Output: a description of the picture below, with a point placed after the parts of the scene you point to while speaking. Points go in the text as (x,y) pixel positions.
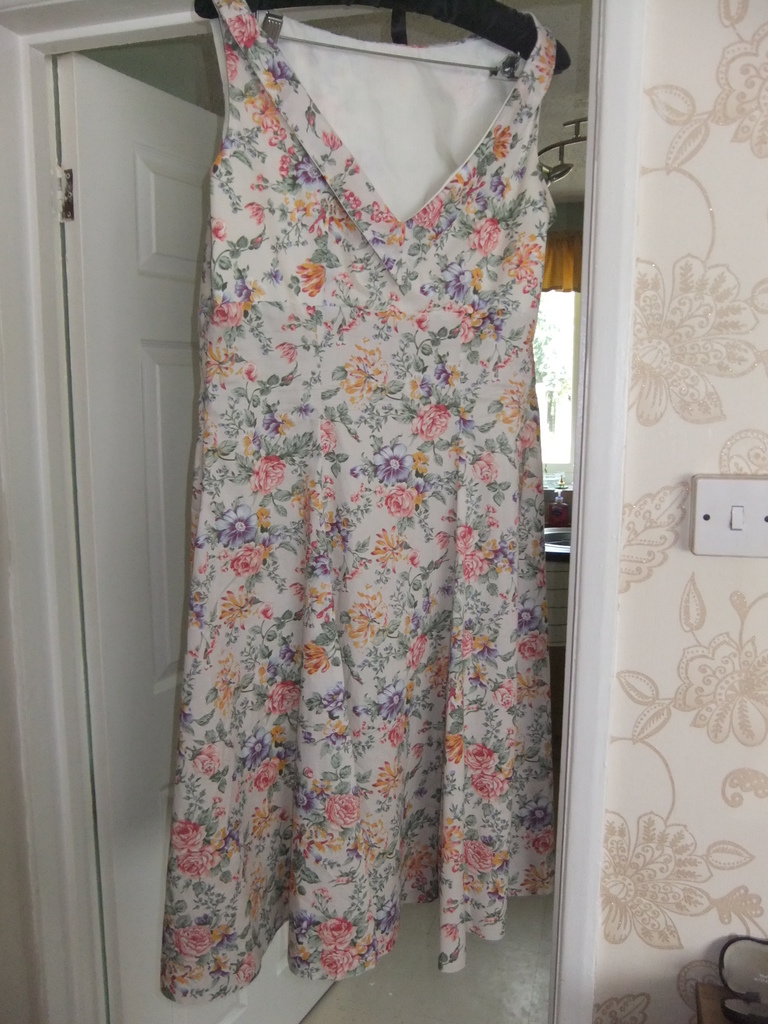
This picture might be taken inside the room (703,777). In this image, in the middle (324,553), we can see a dress (378,336) with hanger (440,65). On the left side (137,282), we can see a door (140,440) which is in white color. On the right side (749,500), we can see a switch (741,494) and a wall (707,796). On the right corner (748,965), we can see a table (706,1011) and a box (759,973). In the background (537,337), we can see a wash basin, glass window (558,399) and curtains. On the top (367,17), we can see a roof (377,18).
